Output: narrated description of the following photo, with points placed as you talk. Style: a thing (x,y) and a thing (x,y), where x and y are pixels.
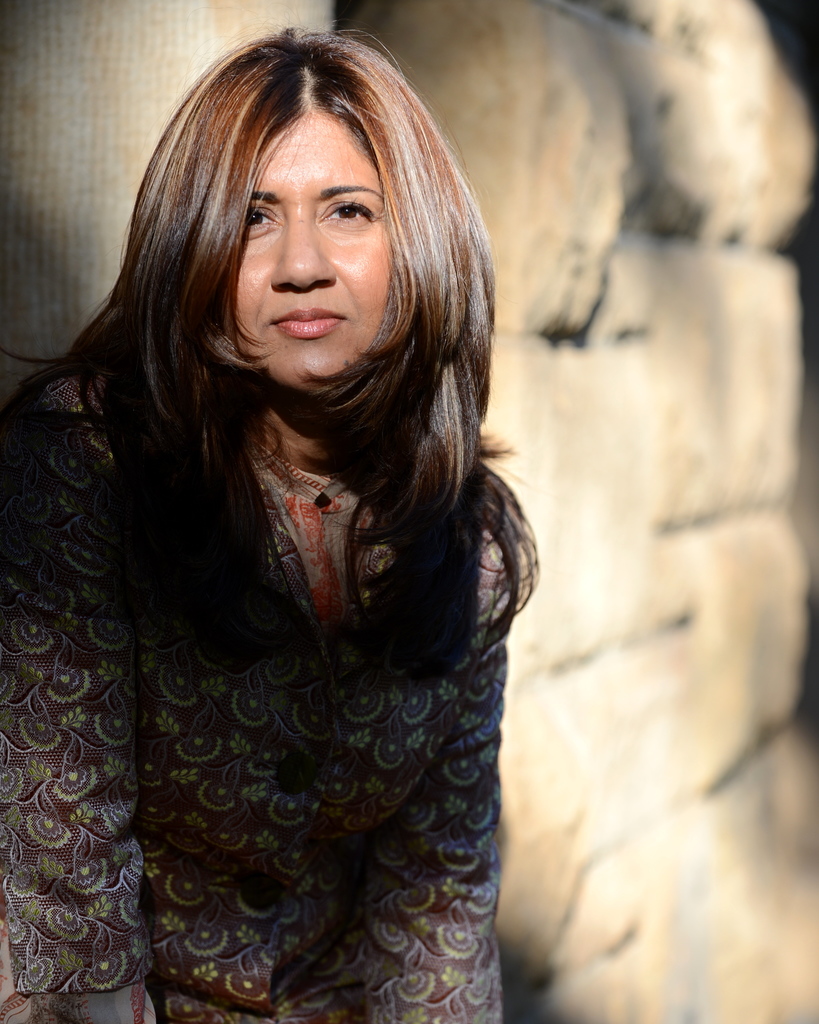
In the picture we can see a woman (47,784) leaning to the wall (592,632) and standing, she has a long hair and to the wall (632,832) we can see rocks (653,587).
